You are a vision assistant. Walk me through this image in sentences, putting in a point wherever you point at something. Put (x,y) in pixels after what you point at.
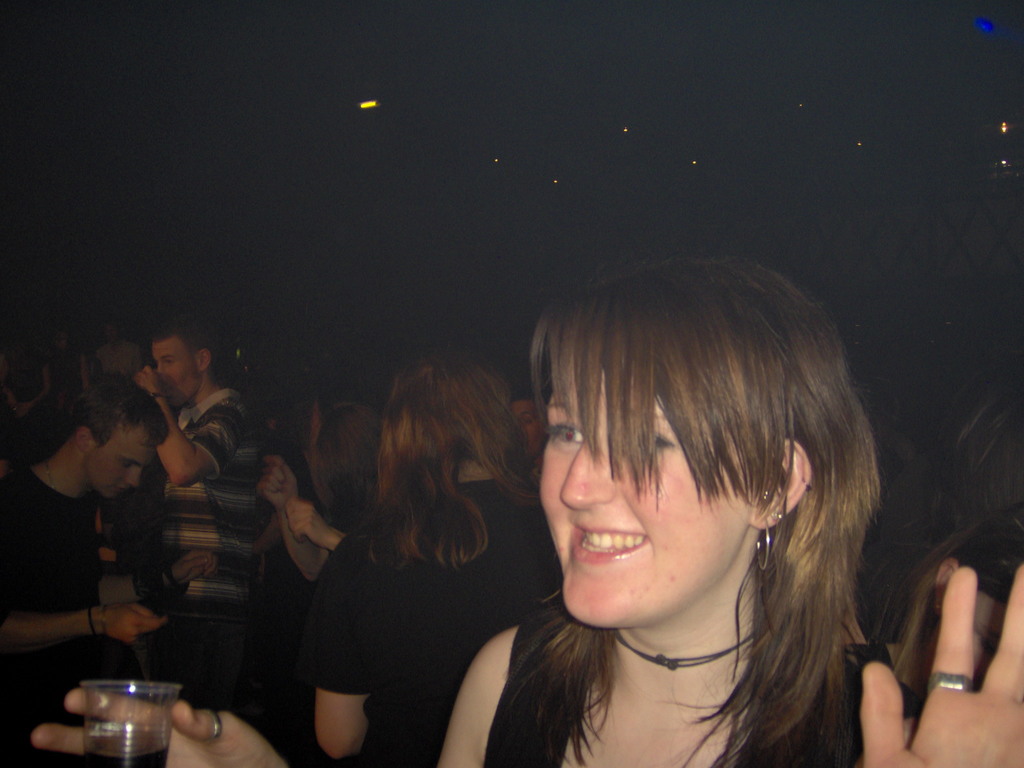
In this image we can see a group of people (451,540) standing. One woman (614,582) with long hair (778,644) is wearing black dress (502,737) is holding a glass (130,730) in her hand (218,743). To the left side of the image (102,417) we can see a person (142,454) is wearing a black t shirt (93,647). In the background (1007,162), we can see some lights (988,24).
